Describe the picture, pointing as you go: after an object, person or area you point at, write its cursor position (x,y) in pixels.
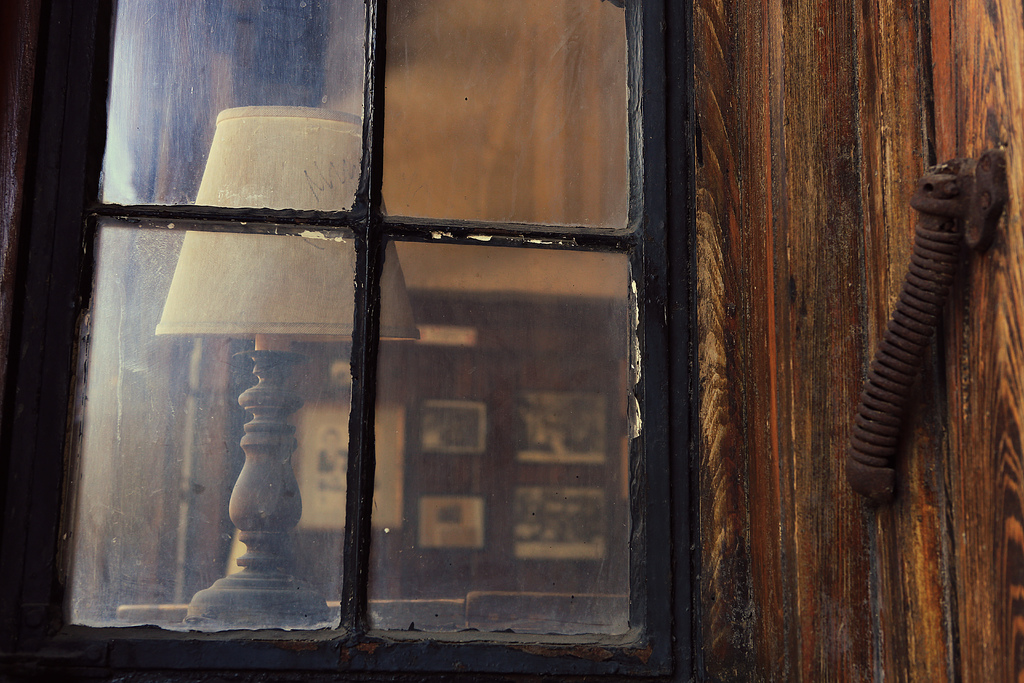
Here in this picture we can see a glass window (287,117) present over there, through which we can see a lamp (214,253) present on the table (500,609) over there and on the wall (442,480) we can see some photo frames (341,411) present over there.
